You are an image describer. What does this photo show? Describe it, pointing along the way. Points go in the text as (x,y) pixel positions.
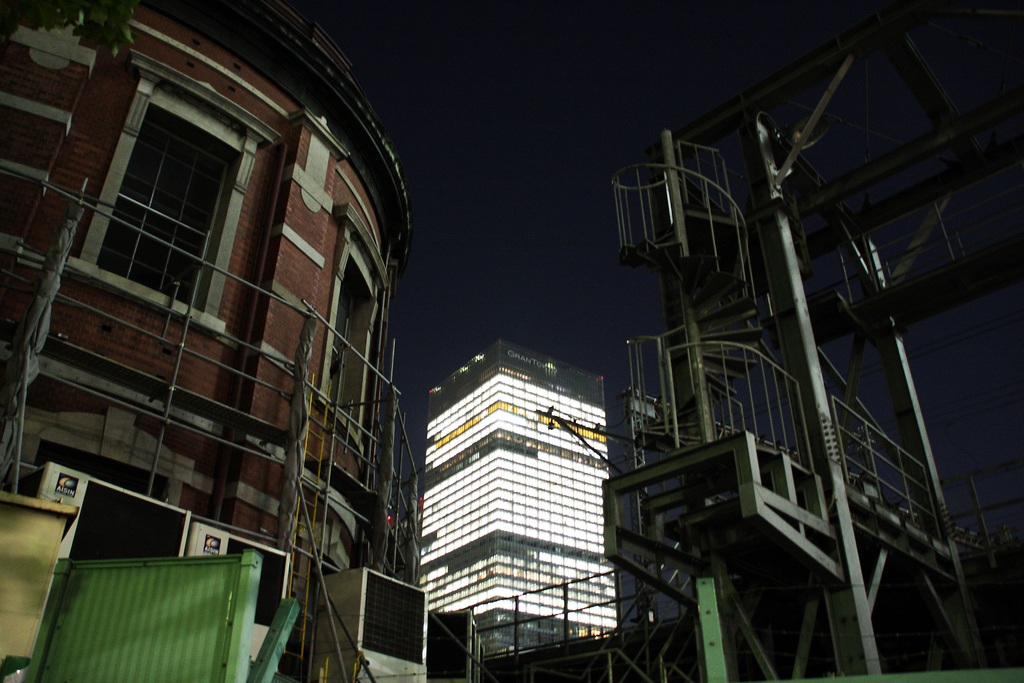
In this image I see the buildings (91,95) and I see the stairs (715,348) over here and I see the sky (385,10) which is dark and I see lights (481,505) on this building (475,485).
